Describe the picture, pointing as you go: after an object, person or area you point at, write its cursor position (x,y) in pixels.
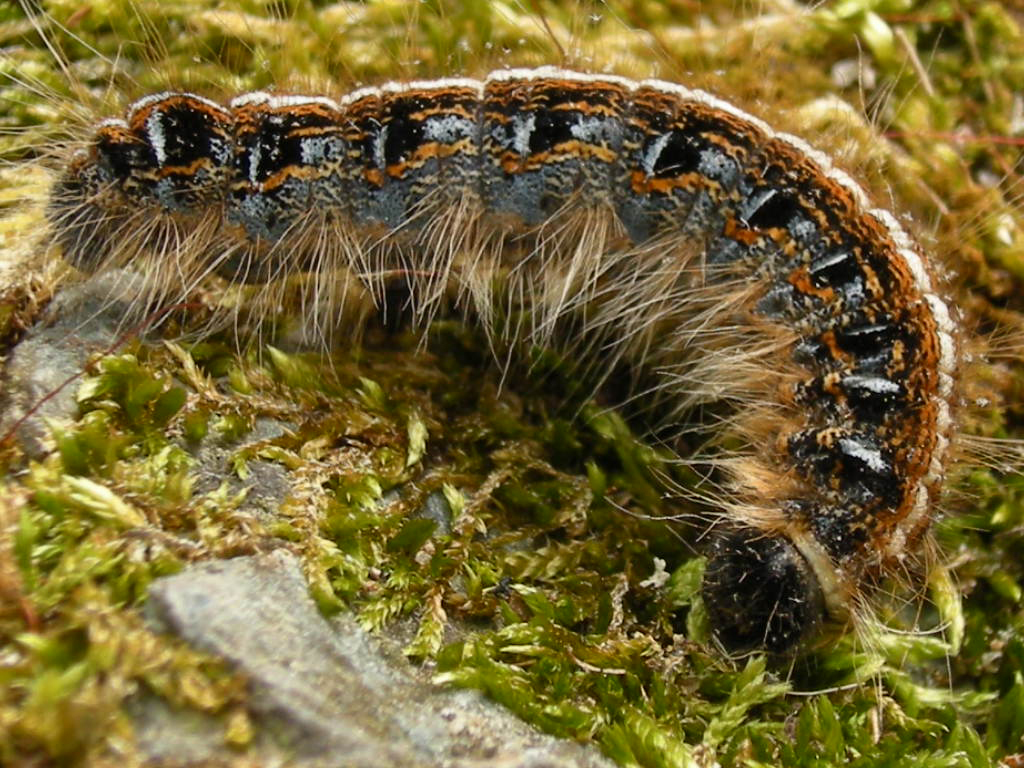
This image is taken outdoors. At the bottom of the image (379,698) there is a ground (165,551) with grass (104,100) on it. In the middle of the image (533,267) there is an insect (684,189) on the ground (463,716).
